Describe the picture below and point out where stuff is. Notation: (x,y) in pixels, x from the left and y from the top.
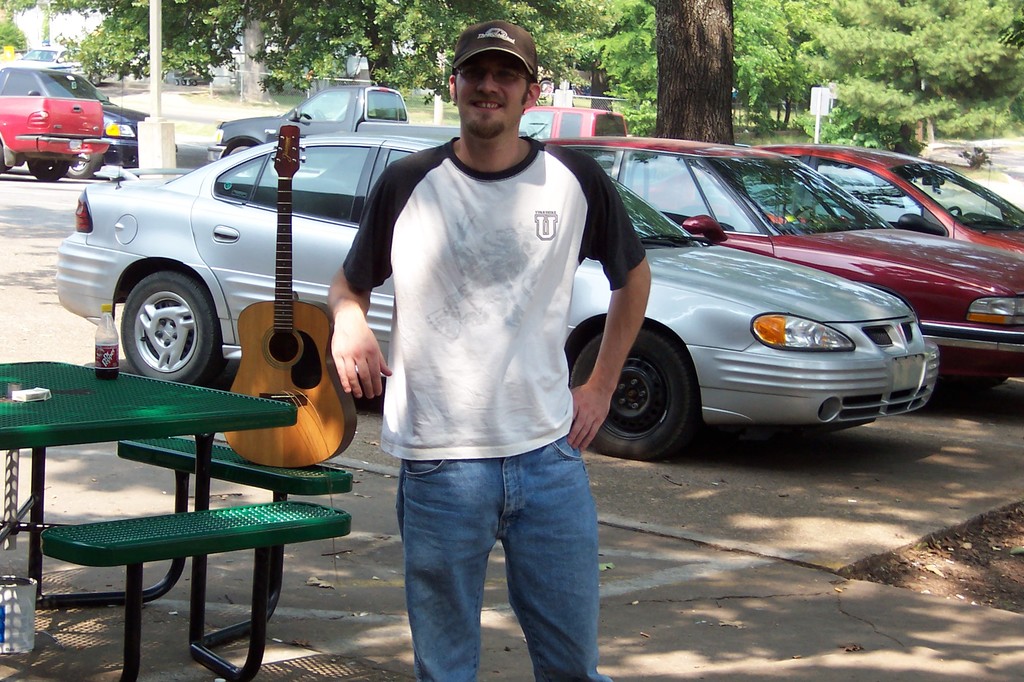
In the foreground of the picture (431,167) there is a man (402,240) in white t-shirt (395,439) standing wearing a cap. On the left (335,519) there is a bench (140,563) on the bench (248,415) there is a guitar (280,397) and on the table (155,392) a drink bottle (104,342). In the background (321,147) there are many cars (365,121) and trees (712,73).
